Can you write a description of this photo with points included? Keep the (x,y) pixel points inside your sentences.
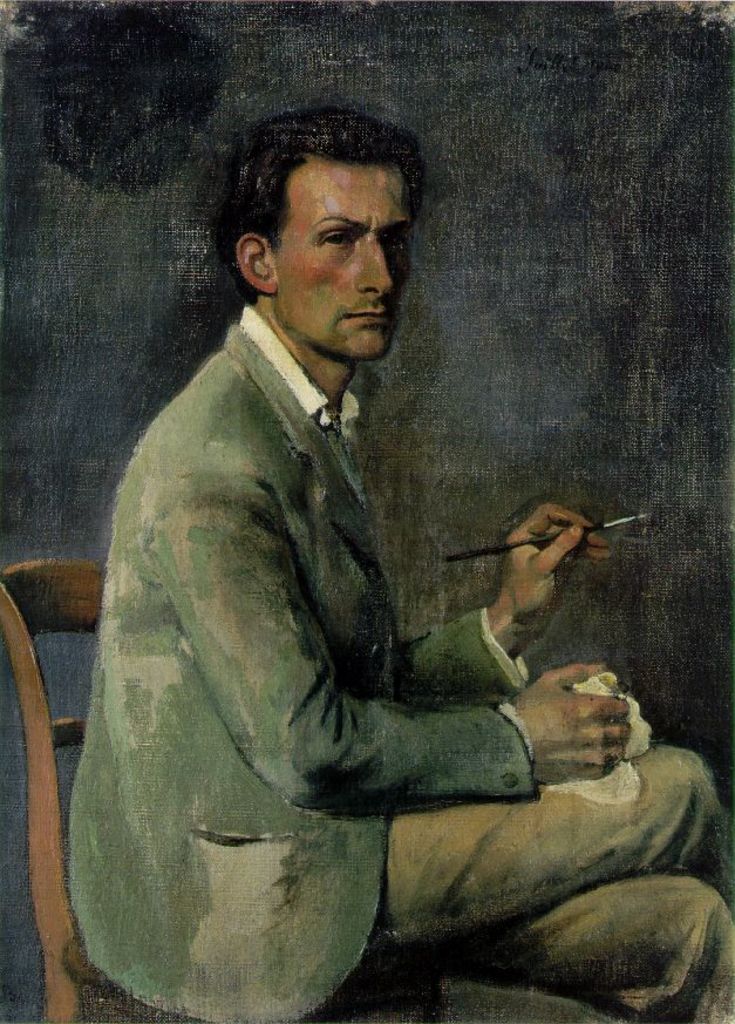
In the image we can see the painting (293,424). In the painting (303,442) we can see a man (290,458) sitting, wearing clothes (299,506) and holding brush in hand (529,538). Here we can see the chair (27,617) and the background (453,420) is pale dark.
